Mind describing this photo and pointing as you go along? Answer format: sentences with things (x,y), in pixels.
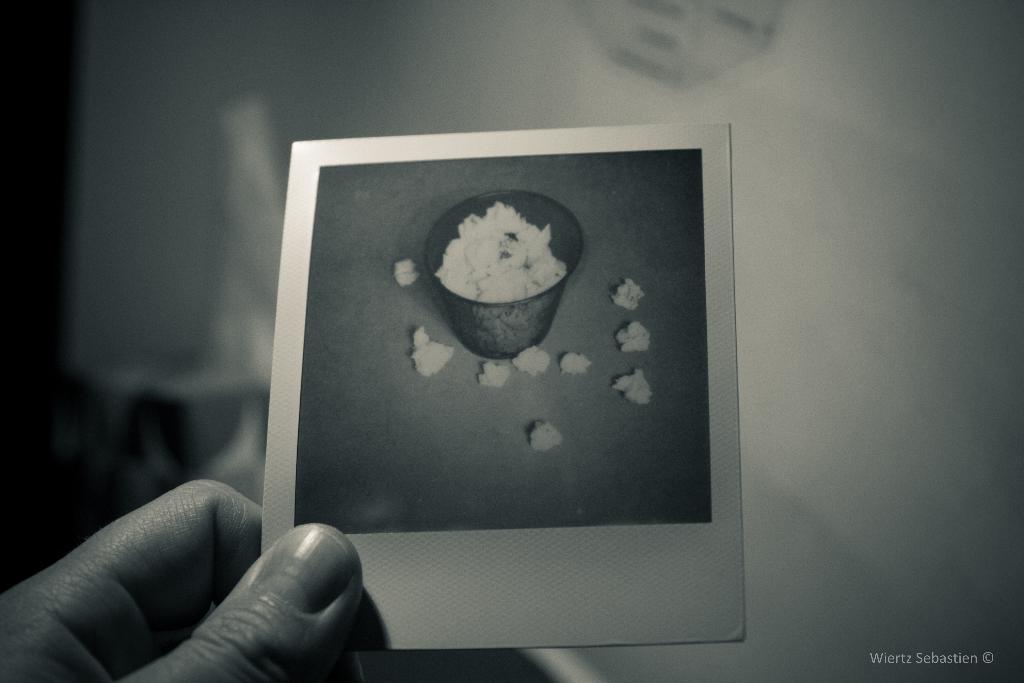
In this picture I can see a human hand (198,485) holding a photo (444,154). In the photo (510,304) I can see a dustbin (510,304), few papers (420,341) and looks like a wall (333,107) in the background (345,29). I can see text (875,660) at the bottom right corner of the picture (976,662).
